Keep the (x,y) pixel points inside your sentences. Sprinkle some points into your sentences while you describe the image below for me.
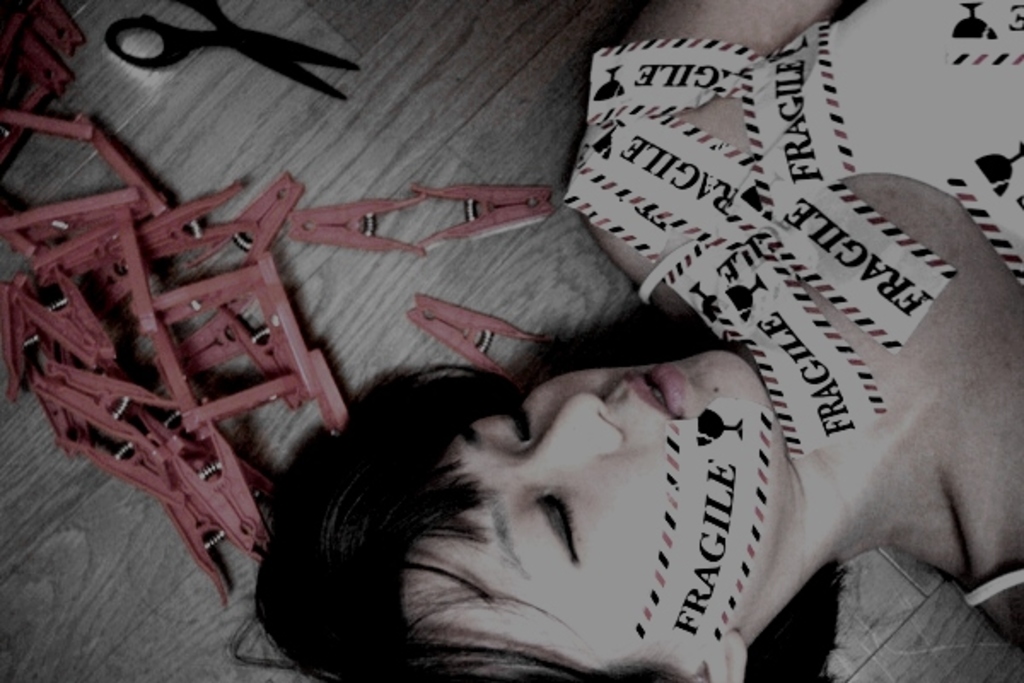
In this picture there is a woman (577,527) who is lying on the floor (892,596). She is covering his body (639,501) with papers (851,306). Beside her we can see scissor (238,26) and many cloth holders (53,132).
